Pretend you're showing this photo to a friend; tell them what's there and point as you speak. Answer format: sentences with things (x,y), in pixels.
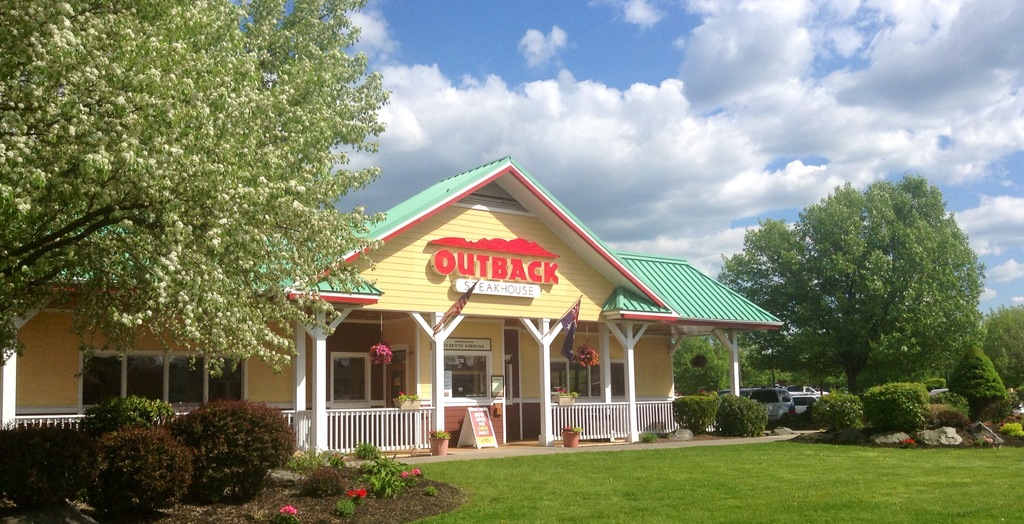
In this image there is a grassland (616,501), in the background (887,292) there are trees (868,329), house (657,352), cars (800,409) and the sky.
